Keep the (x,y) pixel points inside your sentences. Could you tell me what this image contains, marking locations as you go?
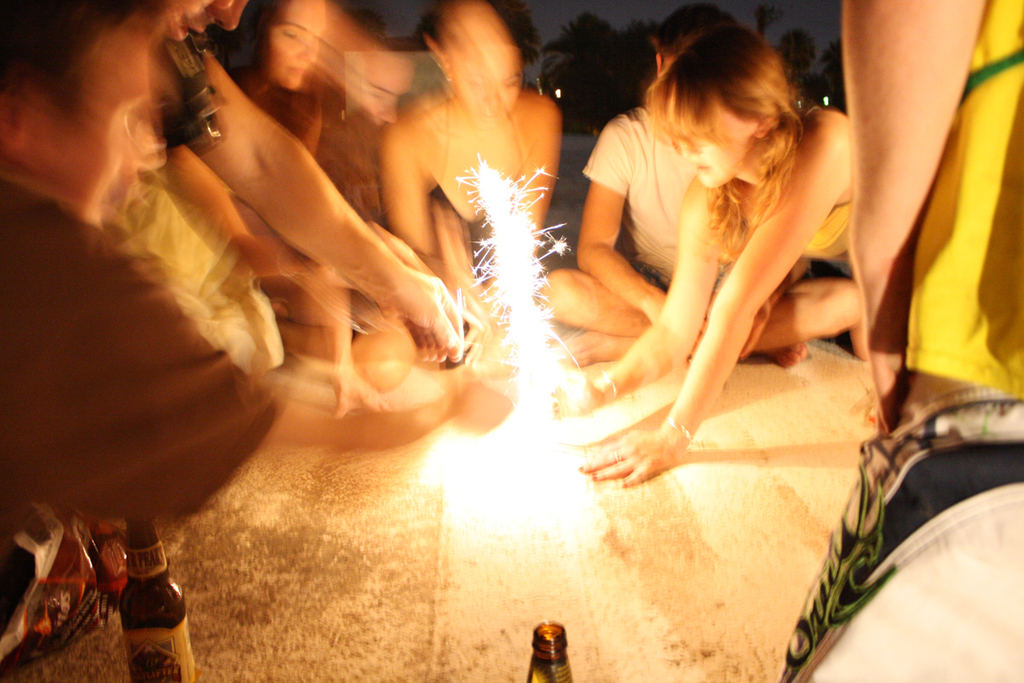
In this picture we can observe some people (402,178) sitting around the fire (523,368). We can observe some bottles (153,616) on the floor (519,550). There are men (118,339) and women (396,225) in this picture. In the background (553,50) we can observe some trees (572,66). Some part of the picture was blurred.
